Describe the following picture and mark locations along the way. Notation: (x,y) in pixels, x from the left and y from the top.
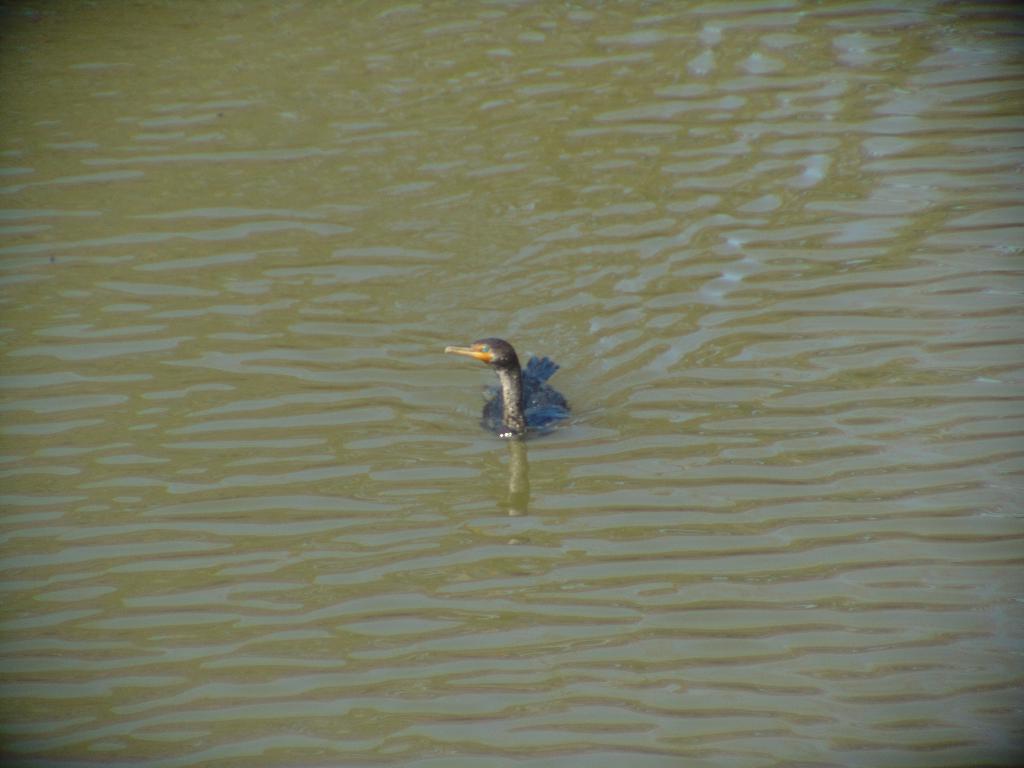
In the center of the image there is a cormorant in the water (392,523).
